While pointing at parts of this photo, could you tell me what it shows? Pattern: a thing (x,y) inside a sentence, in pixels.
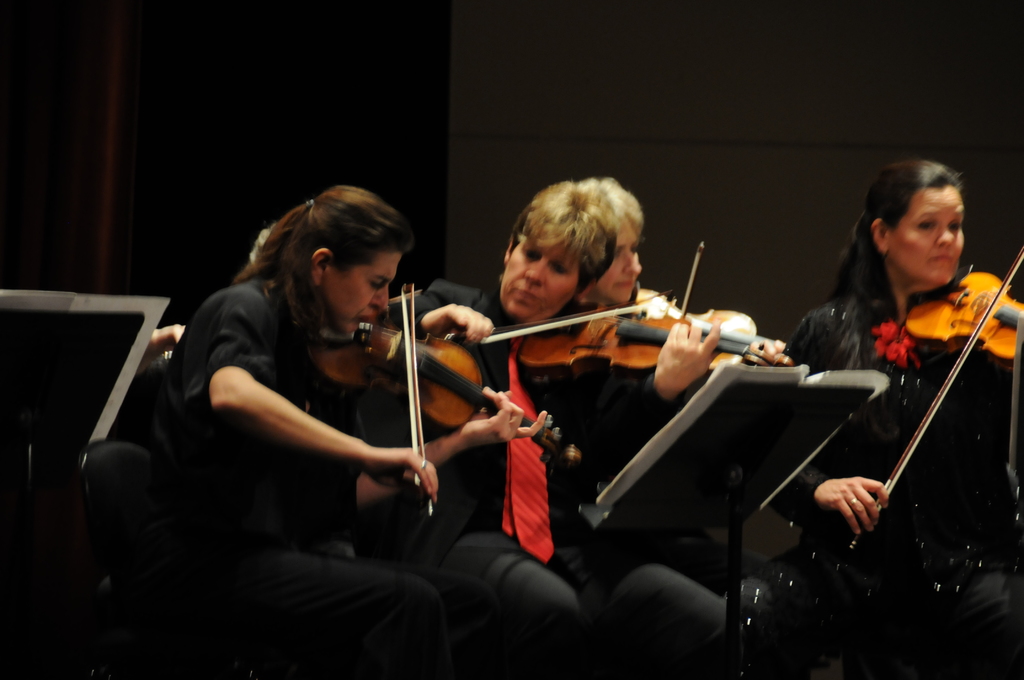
In this picture we can see a few people (442,598) playing musical instruments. There are some papers (108,410) and some black objects (687,475). We can see a wall (561,144) in the background (529,180).
